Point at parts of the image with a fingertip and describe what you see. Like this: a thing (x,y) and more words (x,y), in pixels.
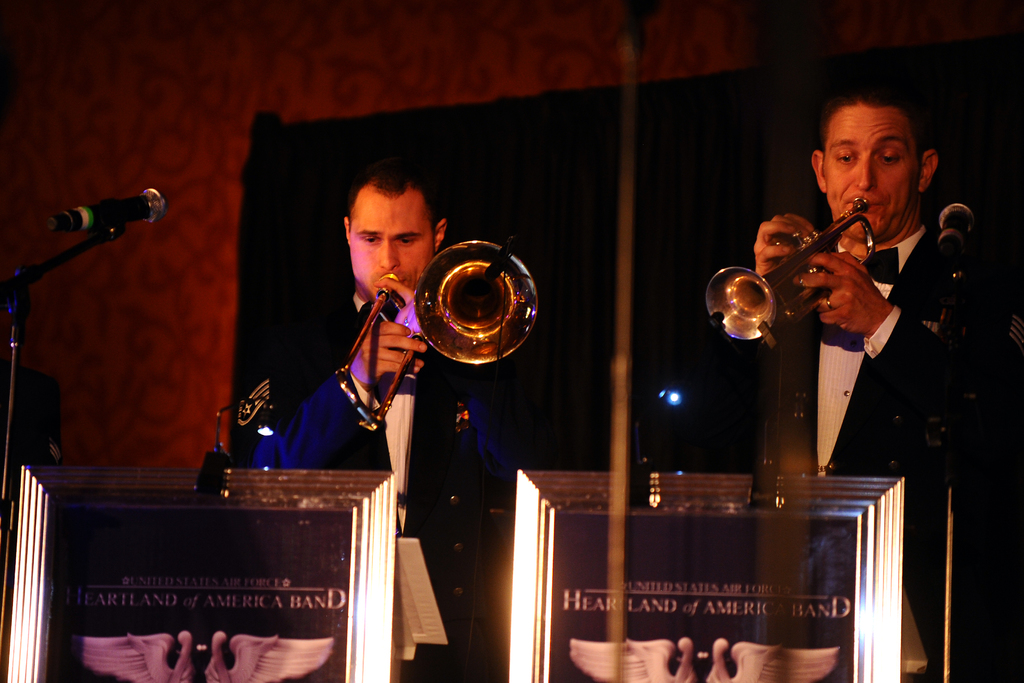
In the image there are black suit (886,371) playing trumpet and trombone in front of stands (653,645) and behind them there is curtain (967,53) and wall (352,30), there is a mic (113,213) on the left side (163,207).
